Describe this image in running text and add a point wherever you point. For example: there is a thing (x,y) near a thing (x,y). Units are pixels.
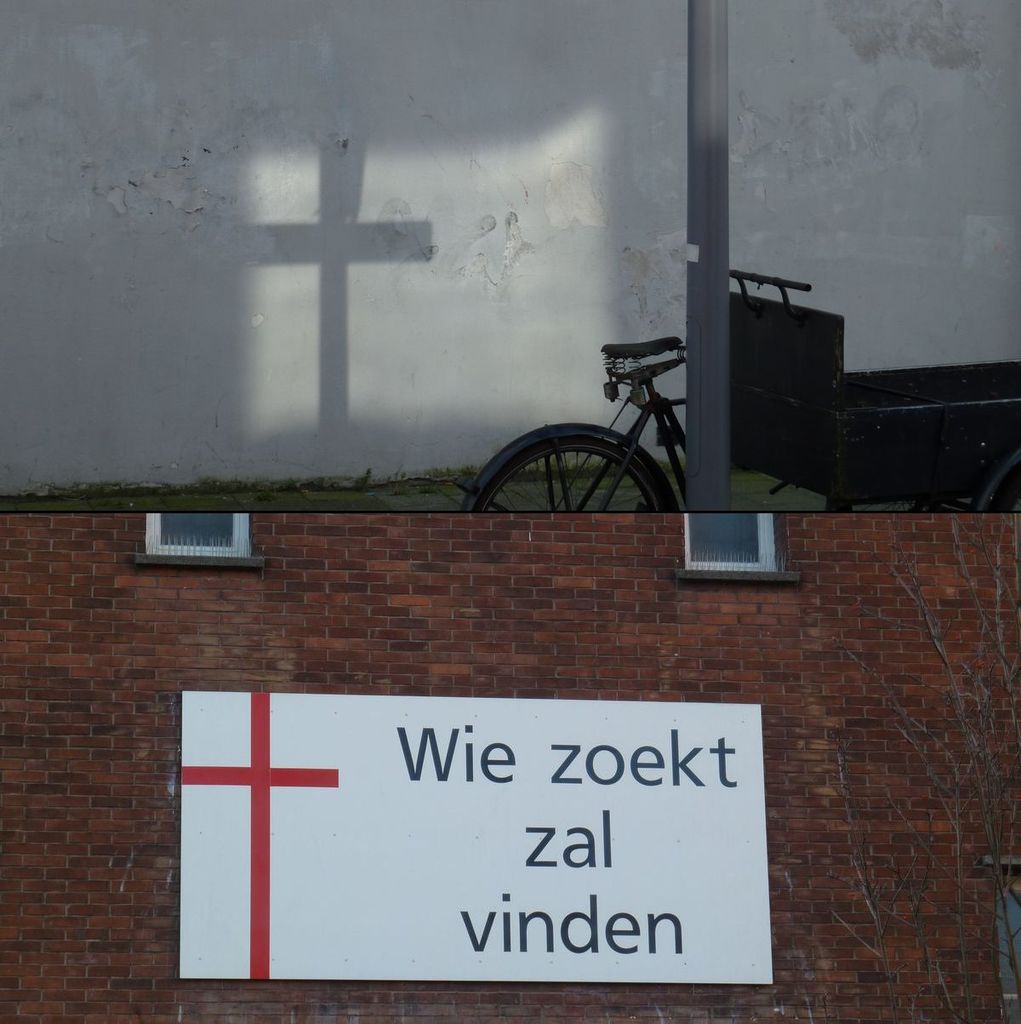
This is the collage. In the first image we can see a cart (774,395) and a pole (689,223). Behind the cart (898,413) white color wall (480,201) is there. In second image brick wall (871,602) is there with glass windows (234,536) and one board (421,816) is attached to the wall (562,611).
